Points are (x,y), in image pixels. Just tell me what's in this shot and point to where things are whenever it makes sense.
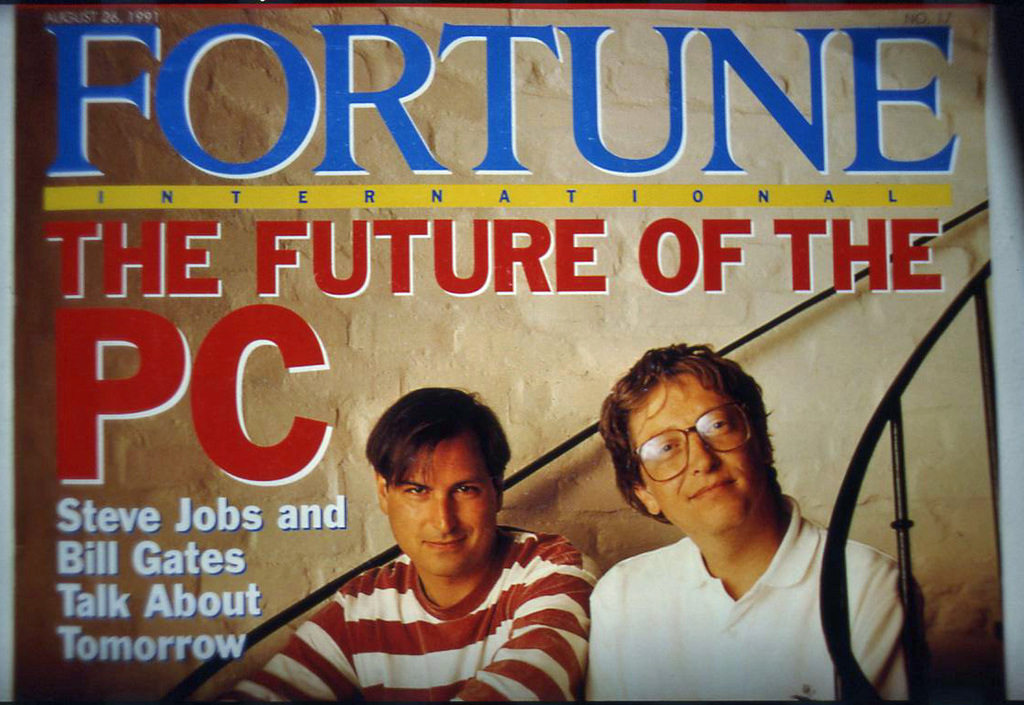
In this picture I can see a poster (446,124), there are words (323,226), numbers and there is an image (352,616) of two persons (805,631) on the poster (594,410).
